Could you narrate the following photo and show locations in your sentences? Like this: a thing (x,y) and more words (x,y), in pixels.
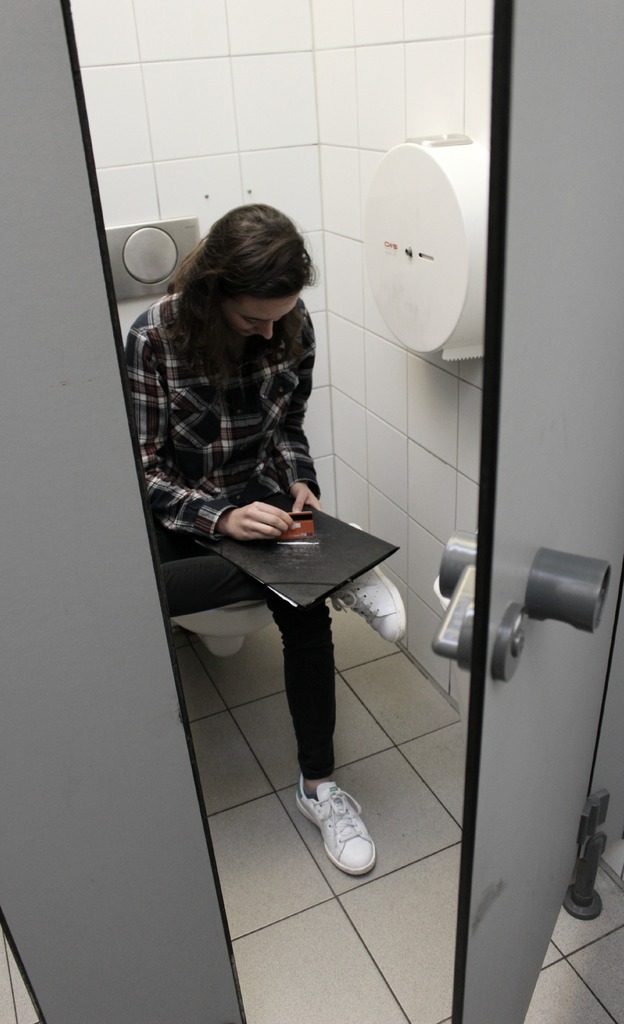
In this image, on the right side (529,294), we can see a door (502,805) which is opened. In the middle of the image (215,551), we can see a person (198,393) sitting on the toilet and keeping book (289,601) on lap (288,612). On the right side of the image (416,194), we can see a tissue roll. On the left side (40,170), we can also see a gray color. In the background (316,77), we can see white color tiles (299,205).
